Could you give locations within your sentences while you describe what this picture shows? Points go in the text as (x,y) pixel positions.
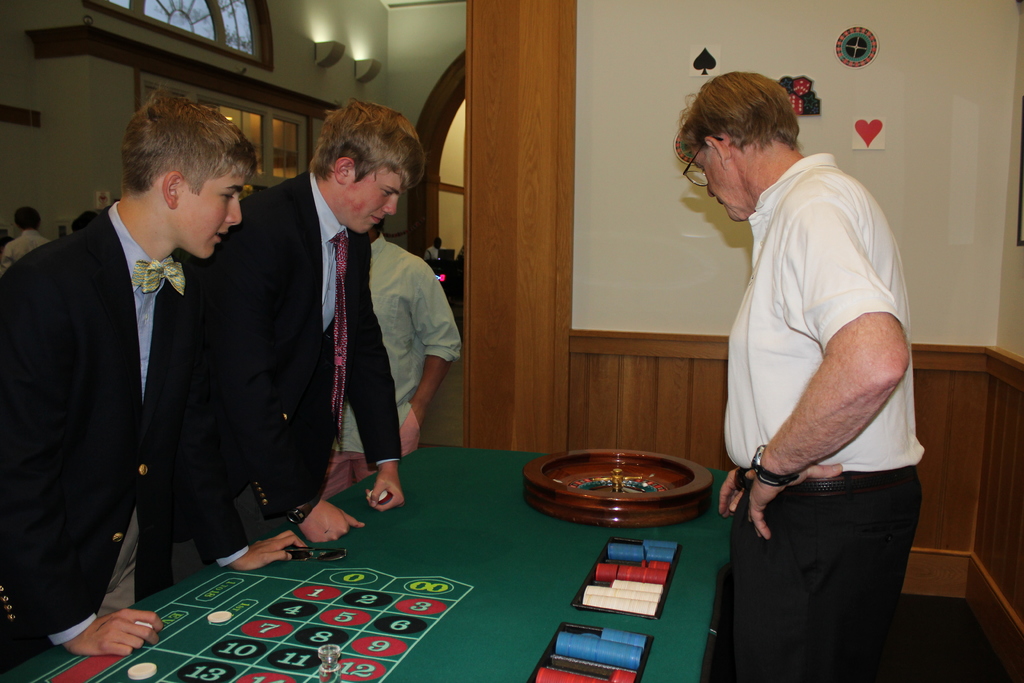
In this picture we can see three people (164,470) standing in front of a table (669,621) and playing at Casino game, in the background (620,409) we can see a wall (616,149) and some stickers (850,56) are, on the left side of the image (257,56) we can see some glass (231,35) and lights (332,59) here.
